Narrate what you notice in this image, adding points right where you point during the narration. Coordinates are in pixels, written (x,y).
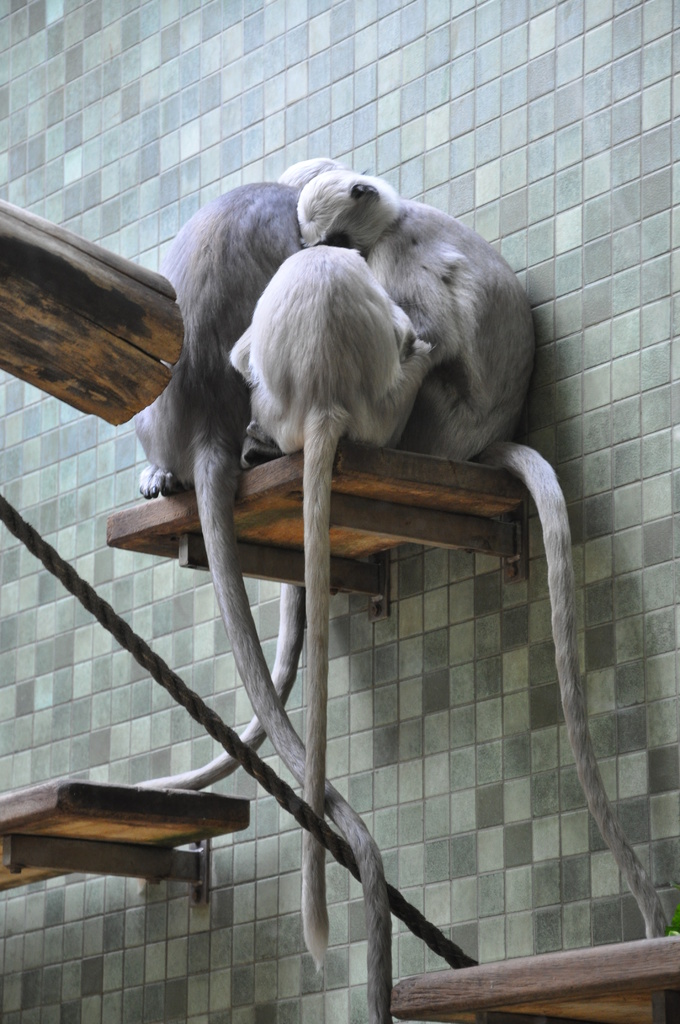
In this picture there are small monkeys (332,374) in the center of the image (291,367), on the wooden board (353,450) and there are wooden boards (47,820) at the bottom side of the image (614,969).
